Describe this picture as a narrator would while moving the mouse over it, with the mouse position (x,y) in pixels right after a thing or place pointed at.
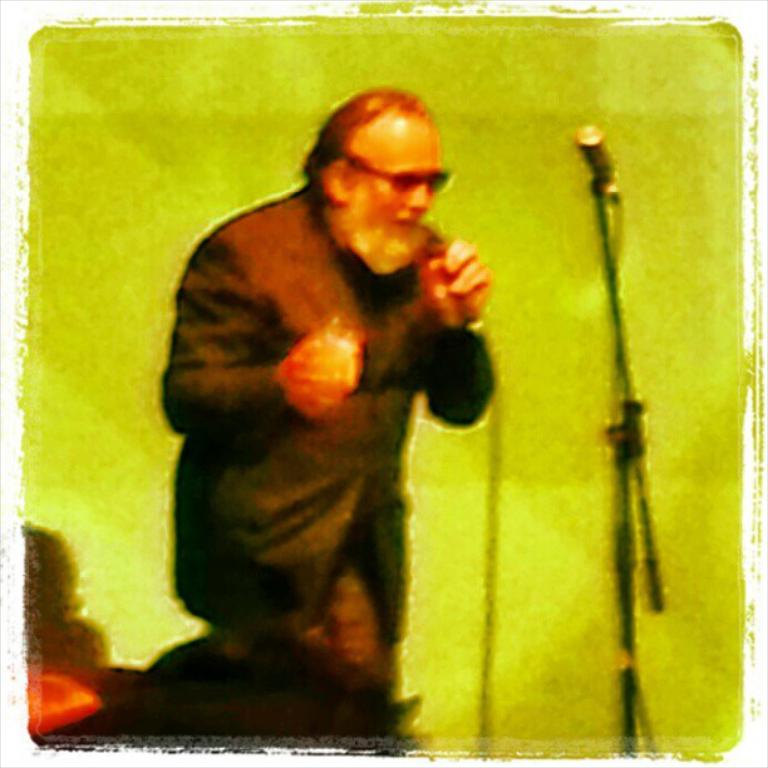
This is the photo of a person (243,401) who is holding microphone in his hands (315,336) and we can see another microphone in front of him.
